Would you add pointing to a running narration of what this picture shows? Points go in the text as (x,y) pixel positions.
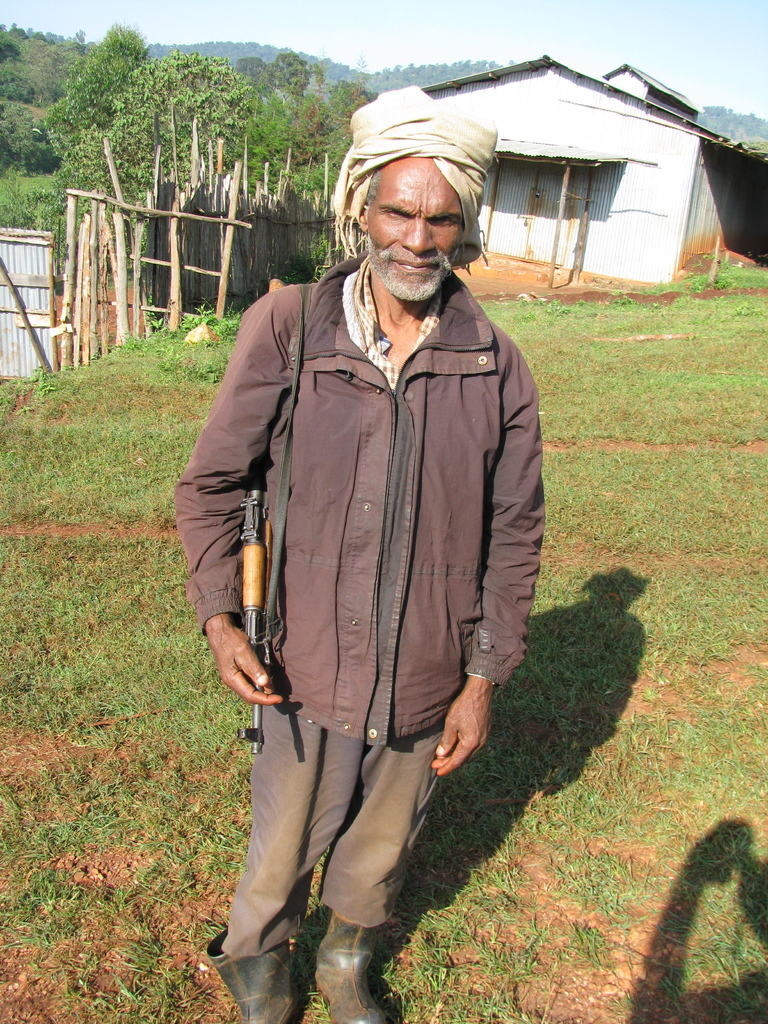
In this picture I can see a man (306,448) standing and he is holding a gun (271,632) and I can see grass (619,630) on the ground (579,623) and a house (560,194) in the back (598,169) and I can see trees (303,90) and a clear sky (333,0).
